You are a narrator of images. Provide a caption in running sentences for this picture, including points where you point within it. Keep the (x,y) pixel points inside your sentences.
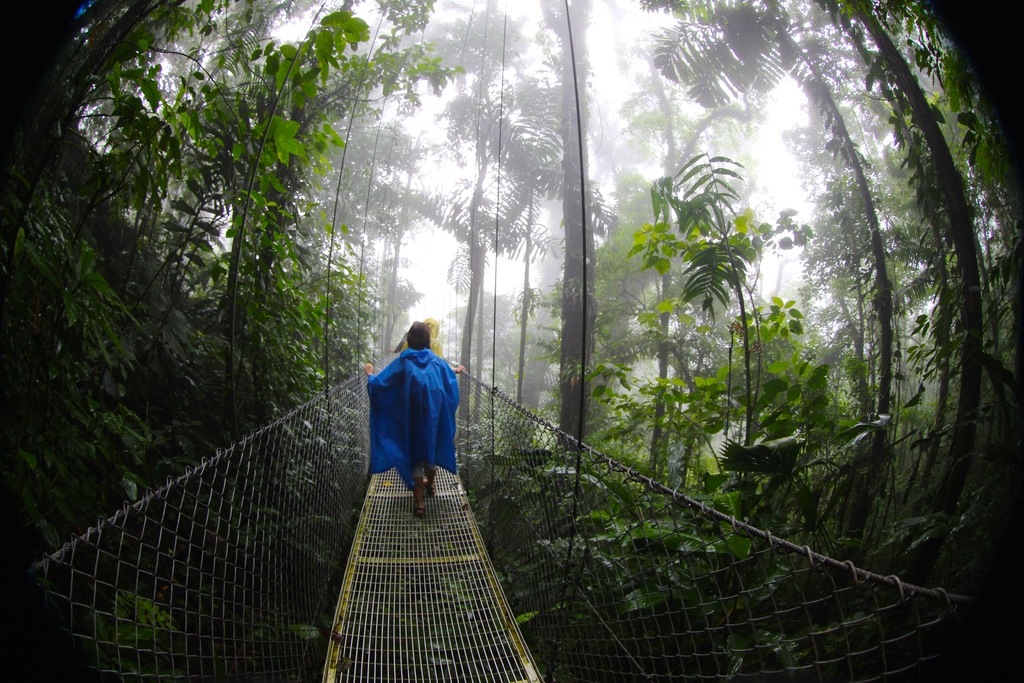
In this image, there are a few people (413,479) on the bridge (511,590). We can see some trees (237,390), plants (203,334) and the sky (505,302).
